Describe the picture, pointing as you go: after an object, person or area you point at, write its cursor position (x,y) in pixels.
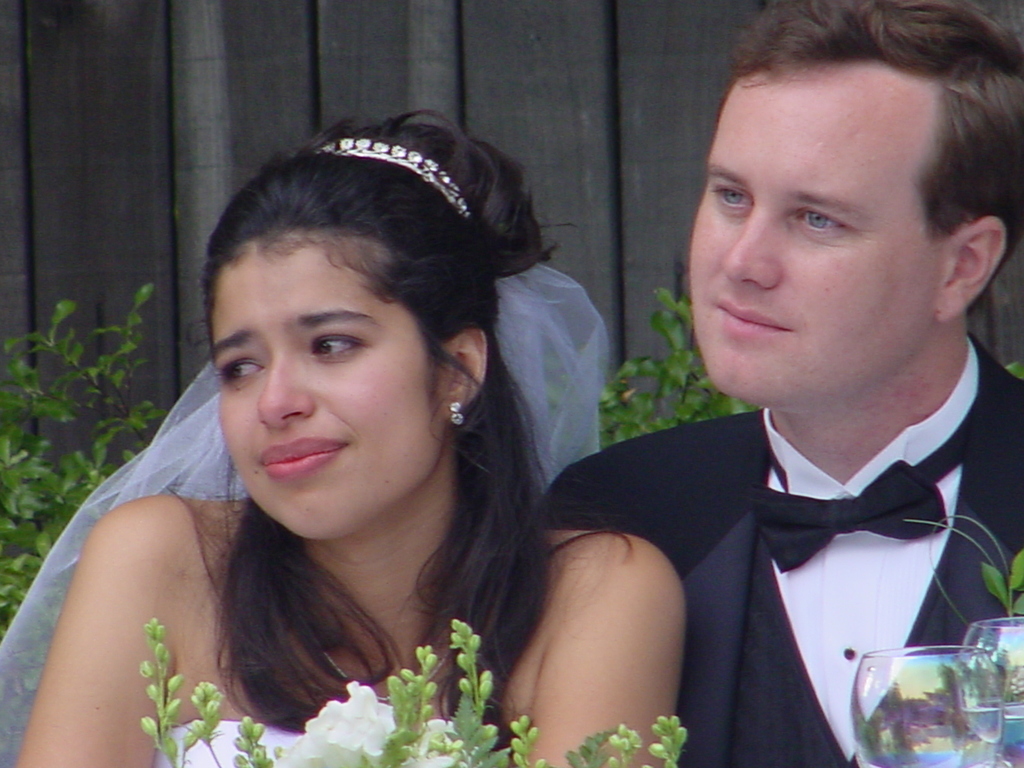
In this image there is a man (796,368) and a woman (276,563), in the background (688,387) there are plants (644,420) and a wooden wall (607,104), in the bottom right (854,688) there are glasses (948,718), in front of the woman (362,679) there is a bouquet (406,734).
